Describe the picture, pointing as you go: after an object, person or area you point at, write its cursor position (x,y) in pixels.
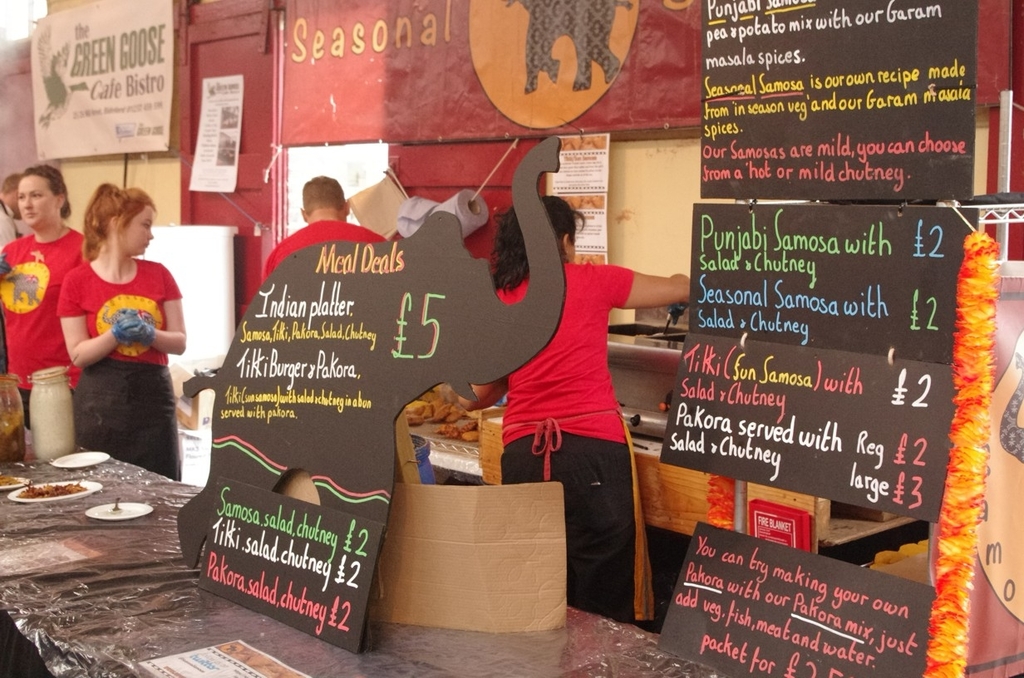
We can see boards (291,577), plates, poster (228,669) and objects (9,412) on the table (190,569) and there are people (43,311) standing, beside this woman (631,289) we can see boards (828,405) and garland (964,489) on poles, in front of these two people (115,225) we can see food items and objects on the surface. In the background (198,149) we can see posters (213,160) on the wall (79,197).
